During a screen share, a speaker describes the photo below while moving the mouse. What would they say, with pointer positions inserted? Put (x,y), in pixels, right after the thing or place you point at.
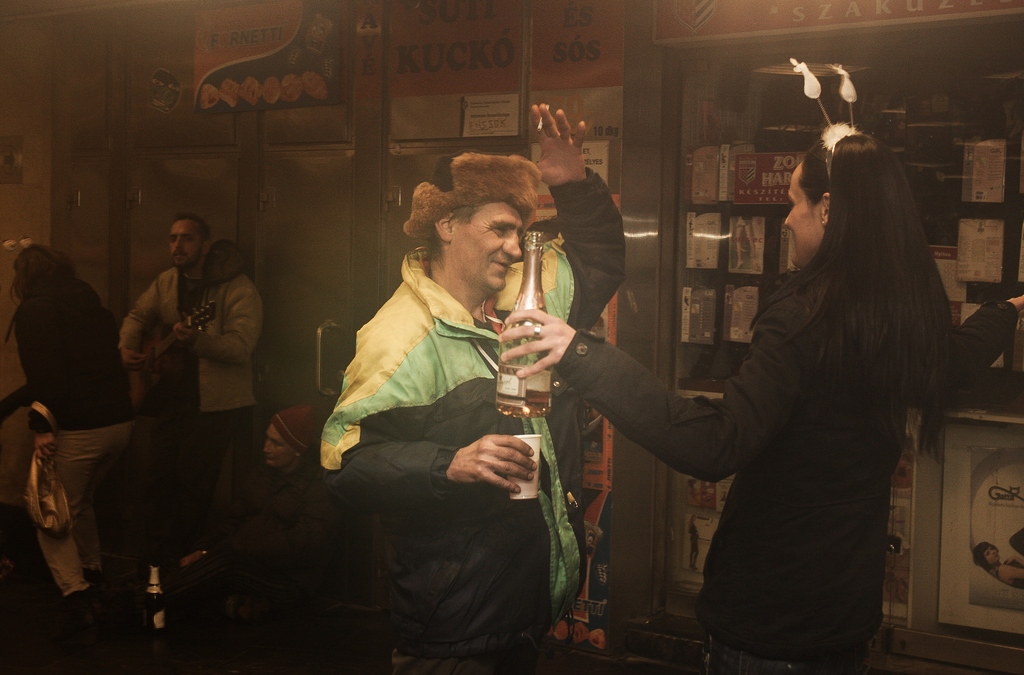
In this picture we can see a person (866,390) holding a bottle (521,361) in hand (526,369). There is a man (387,442) holding a cup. There is another person (177,256) playing guitar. We can see a bottle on the path (198,637). Few people (89,582) are visible at the back (94,465). There are some boxes (735,339) on the right side (984,156).
